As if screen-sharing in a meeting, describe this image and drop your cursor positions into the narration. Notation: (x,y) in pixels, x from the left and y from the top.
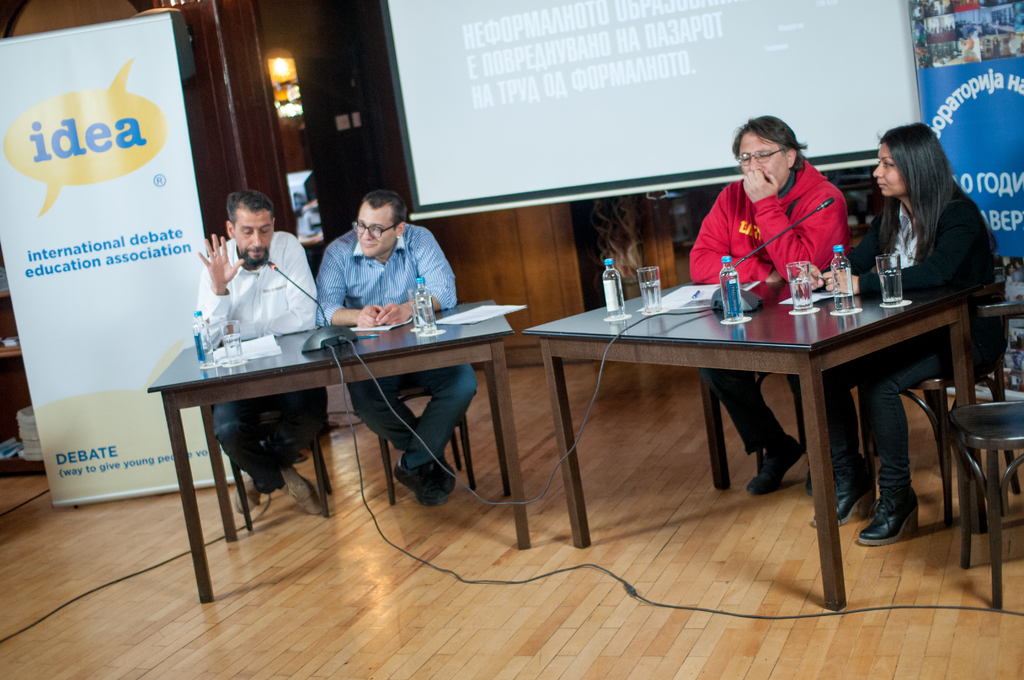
On the background of the picture (539,90) we can see a screen (535,67). This is a banner (115,235). This is a floor (505,656). here we can see two tables (578,359). We can see four persons (808,260) sitting together and talking something. There are glasses (793,301) and water bottles (725,306) on the table (868,304). We can see papers (500,310) also on the table (673,318).
